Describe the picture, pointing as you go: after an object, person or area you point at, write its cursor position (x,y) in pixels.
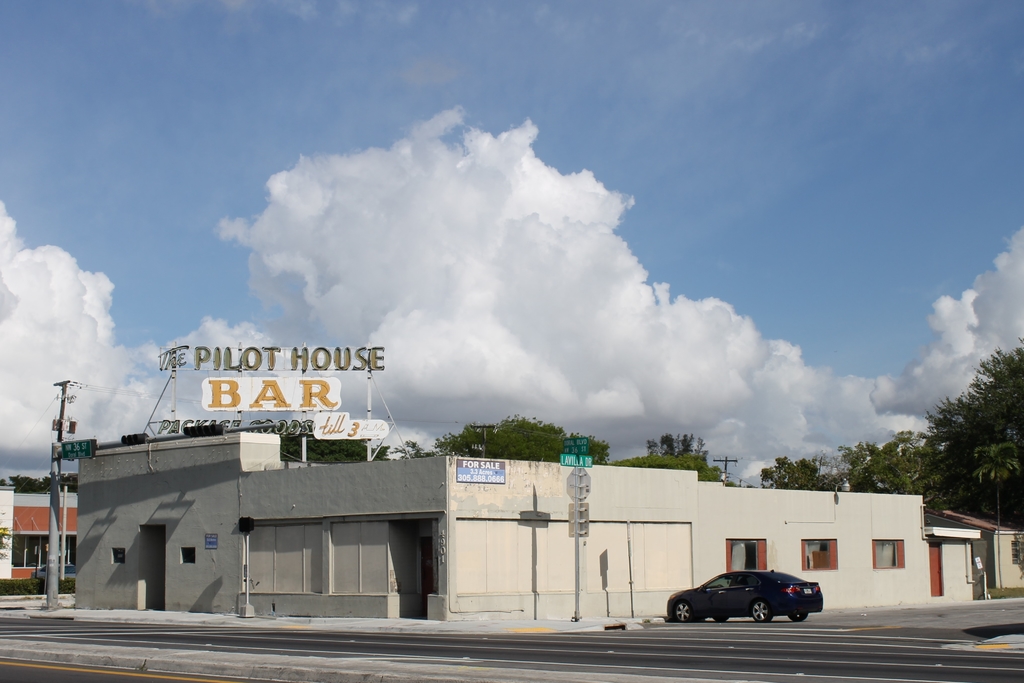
In this picture, we can see a few houses (473,502), and a house (217,450) with some text (216,405) on it, we can see poster (459,465) with some text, road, vehicle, poles (55,447), lights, boards (79,448), trees (36,481), and the sky (709,447) with clouds (500,162).
